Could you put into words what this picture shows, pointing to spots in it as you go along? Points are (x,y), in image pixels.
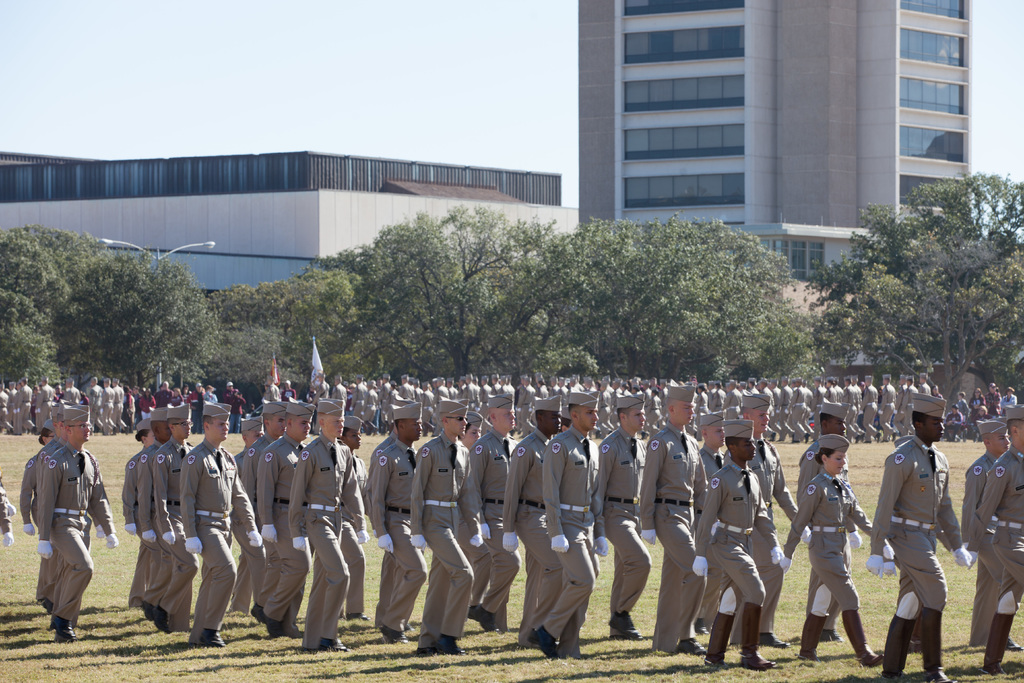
In the center of the image (395,400) we can see a group of people (353,387) are marching and they are in similar uniforms (493,479). And we can see they are wearing caps (748,409). In the background (500,95), we can see the sky (310,98), buildings (348,193), trees (154,319), grass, flags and a pole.
